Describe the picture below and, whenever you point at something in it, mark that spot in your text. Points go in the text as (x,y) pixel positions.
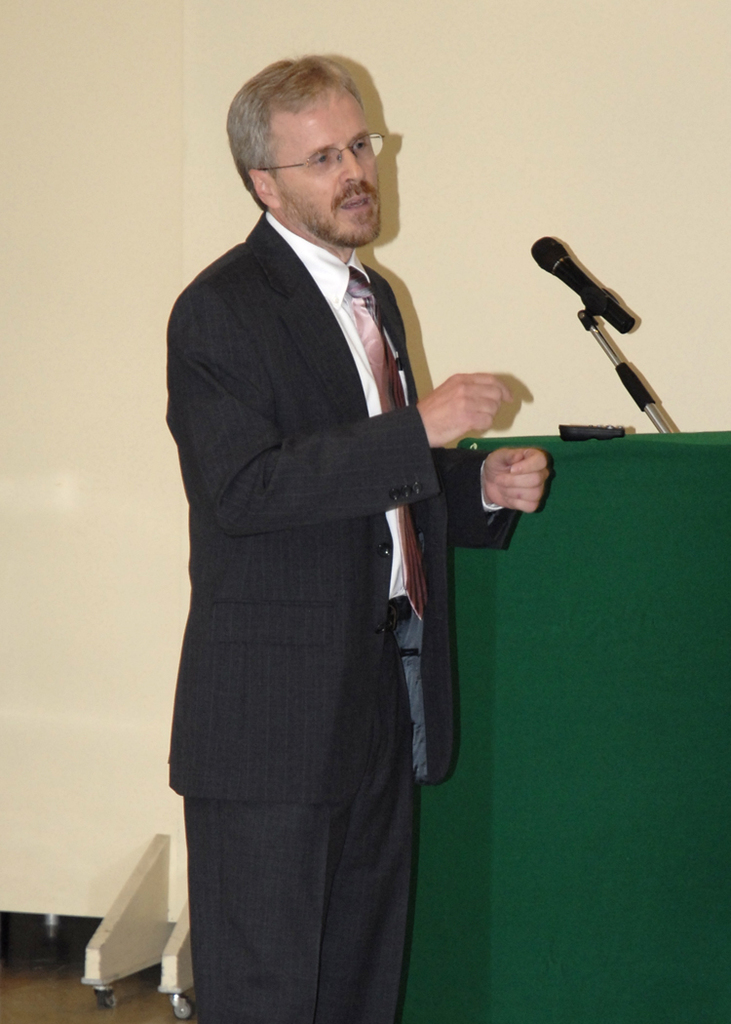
In this picture I can see there is a person (255,487) standing, he is wearing a blazer (321,511) and wearing a tie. He has spectacles (306,160), there is a microphone (541,243) at right side (536,252) and there is a plain wall (115,239) in the backdrop (649,172).
